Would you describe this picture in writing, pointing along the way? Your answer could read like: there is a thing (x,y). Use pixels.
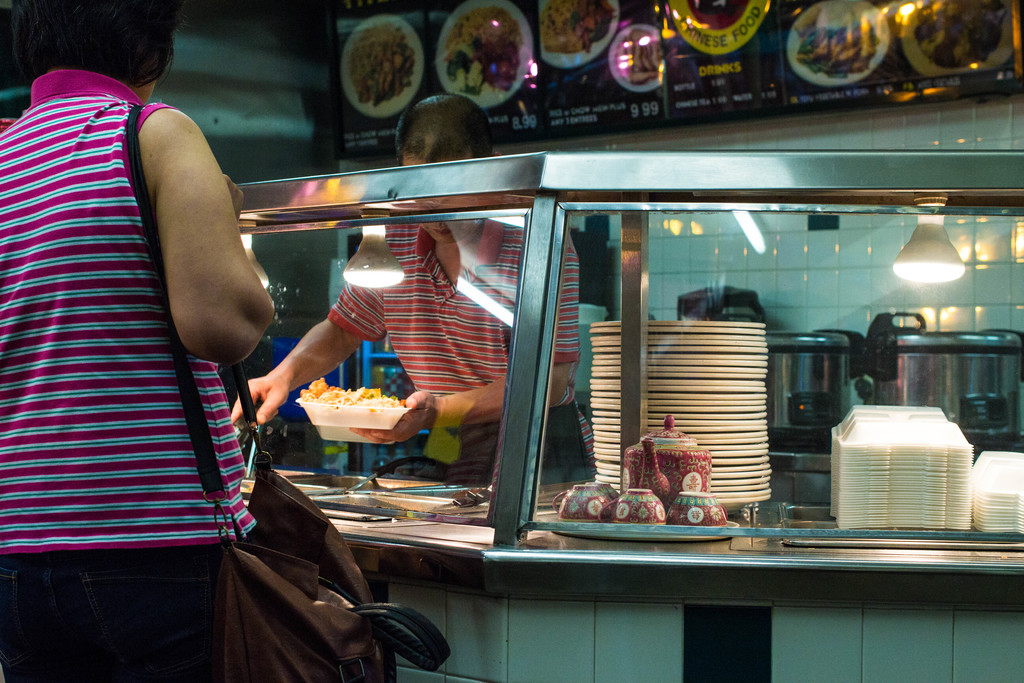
In the image we can see two people (313,347) standing, wearing clothes (176,345) and one person (239,458) is carrying bag (268,472) and the other one (367,431) is holding a bowl (382,410) in hand (389,433). Here we can see plates (741,429), tea cup (636,495), teapot (634,480), curry spoons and the lights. Here we can see the poster (583,36) and we can see text (712,73) and pictures (520,83) on the poster (537,82).
